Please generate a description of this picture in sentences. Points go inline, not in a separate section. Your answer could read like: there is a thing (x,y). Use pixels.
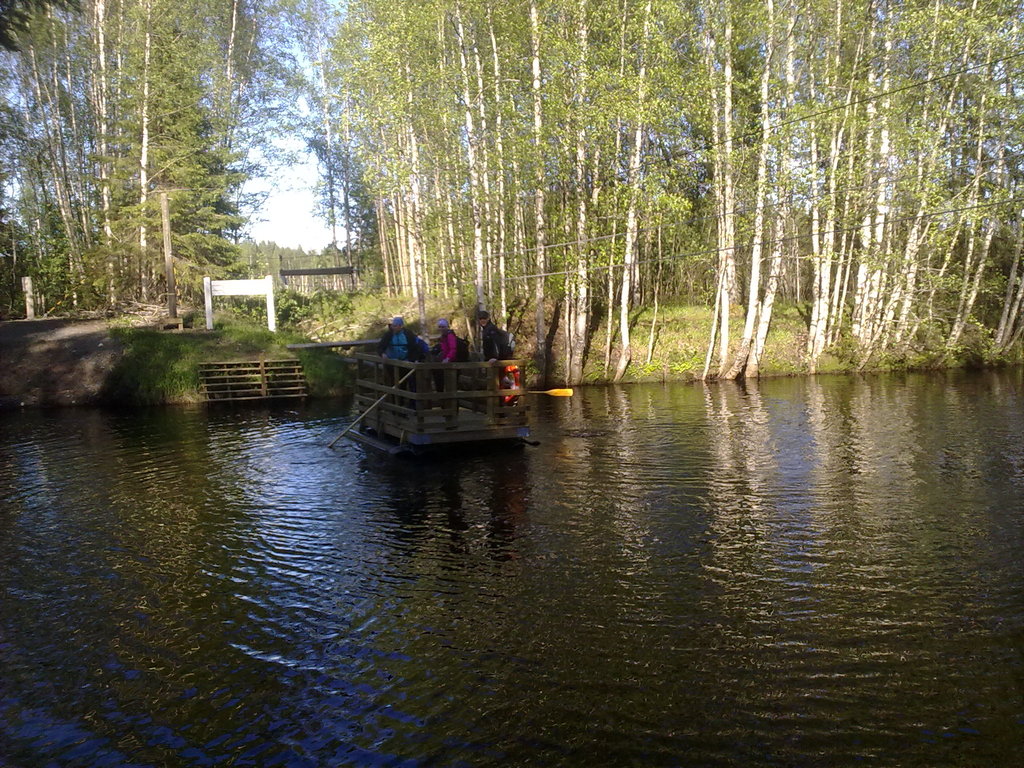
In this image I can see water (570,541) and in it I can see a boat (371,401). I can also see few people (440,358) are standing over here and I can see a paddle (568,393). In the background (637,224) I can see number of trees (629,179), wires (788,242) and shadows (25,365).
